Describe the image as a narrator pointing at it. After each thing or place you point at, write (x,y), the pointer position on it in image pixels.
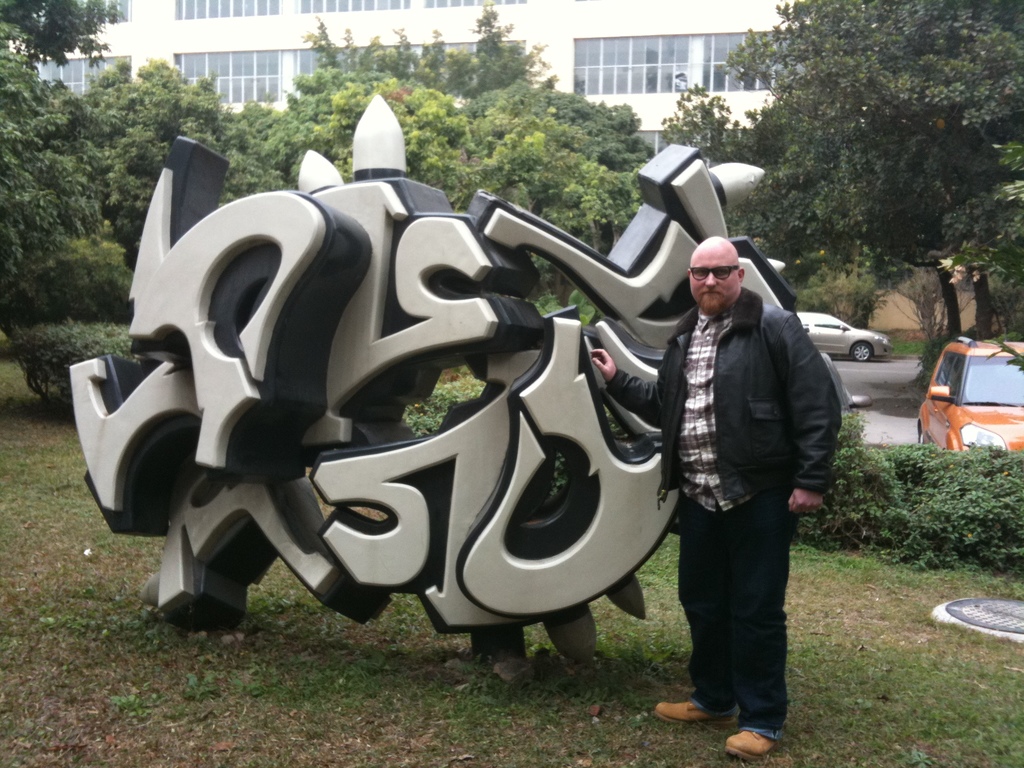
In this picture we can see a carving architecture (518,429) on the grass (290,616), beside to it we can find a man (752,514), in the background (834,244) we can see trees (782,210), buildings (730,122) and cars (970,346).
